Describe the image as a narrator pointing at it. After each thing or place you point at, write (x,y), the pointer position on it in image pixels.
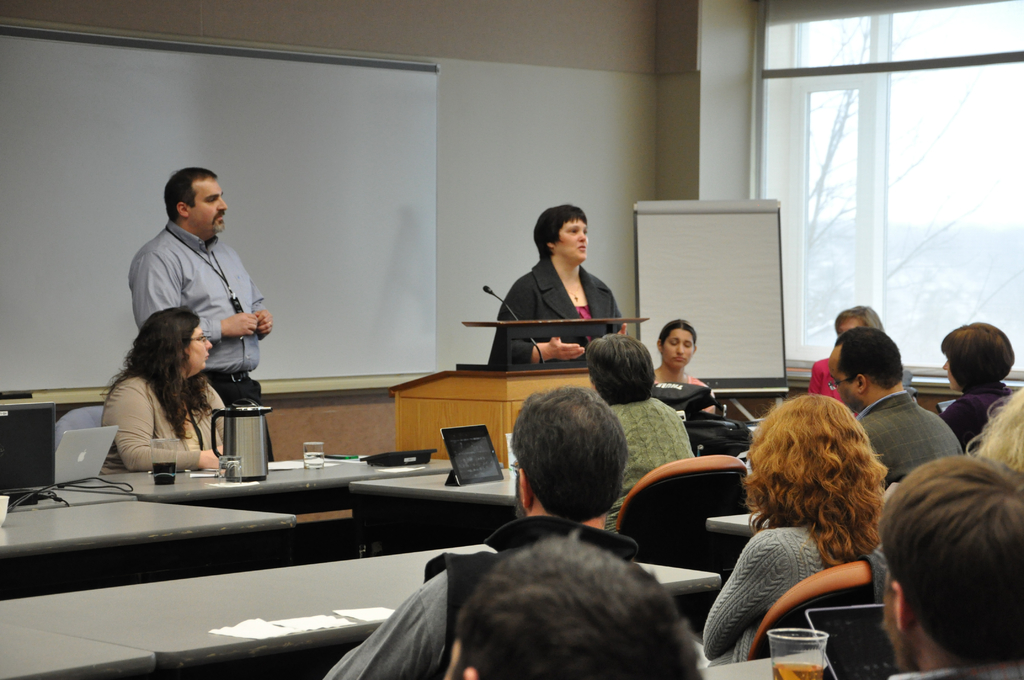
One lady (558,280) is standing near the podium (573,375) is wearing a black dress (543,286) and next to her one lady (682,357) is sitting and behind her one board (735,275) is there. Also one person (222,290) wearing a shirt (227,305) is standing wearing a tag (236,296). Behind him one board (124,215) is there. There is a table (265,485) and on the table (285,479) there are three glasses (309,452) and one jar (255,434) is there. Also there are laptops (81,467) on the table (407,474). Some people (970,518) are sitting over there and listening to the lady (532,294) speech.
